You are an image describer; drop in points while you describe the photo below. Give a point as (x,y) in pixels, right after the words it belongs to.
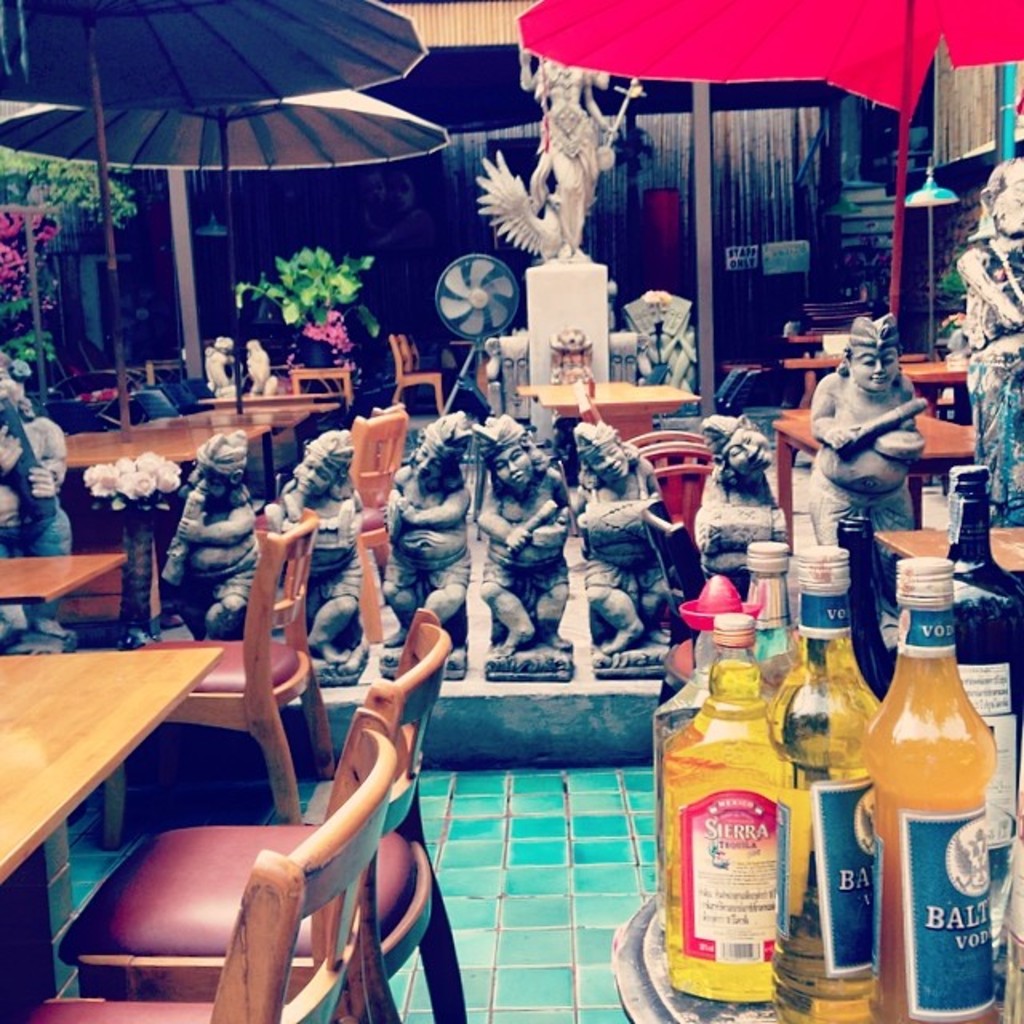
in this image on the right side (873,643) the many bottles (884,680) are there on the left side (127,680) some table (2,832) and chairs (314,914) are there in the middle (397,525) some statues (506,572) are there behind the statues (504,487) some trees (321,280), statues (627,378) are there.
